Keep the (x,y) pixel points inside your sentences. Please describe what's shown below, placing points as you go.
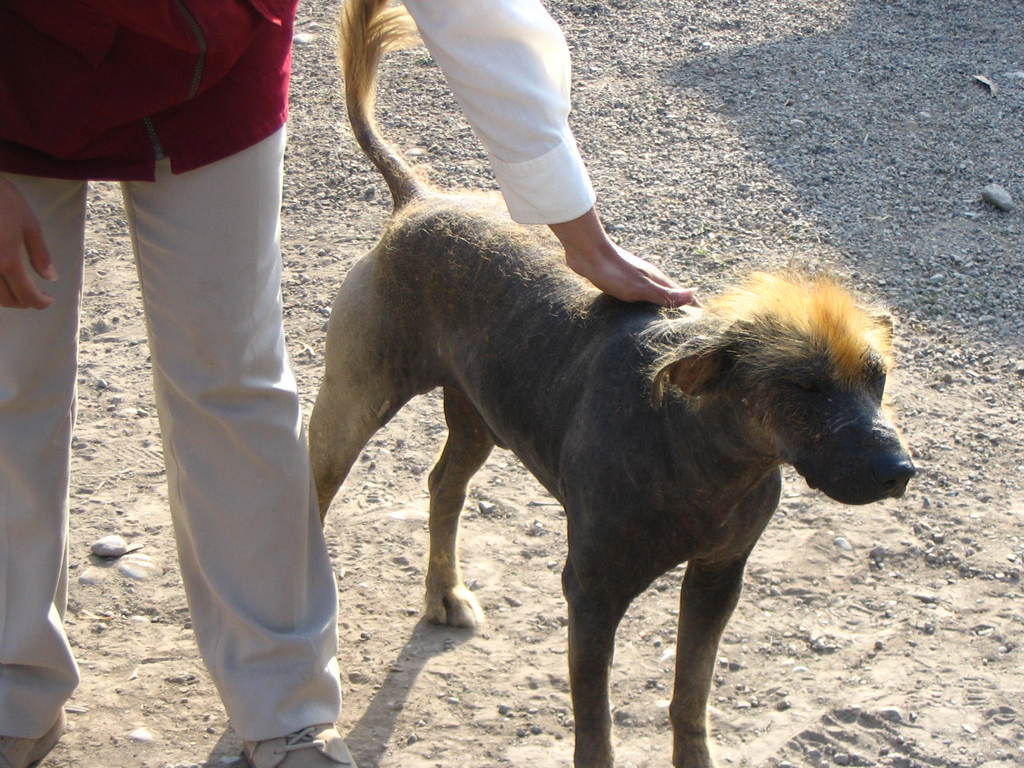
This image consists of a dog (550,371). On the left (247,192), we can see a person (243,487) wearing a red jacket (161,128). At the bottom (859,706), there is a road (482,551).
